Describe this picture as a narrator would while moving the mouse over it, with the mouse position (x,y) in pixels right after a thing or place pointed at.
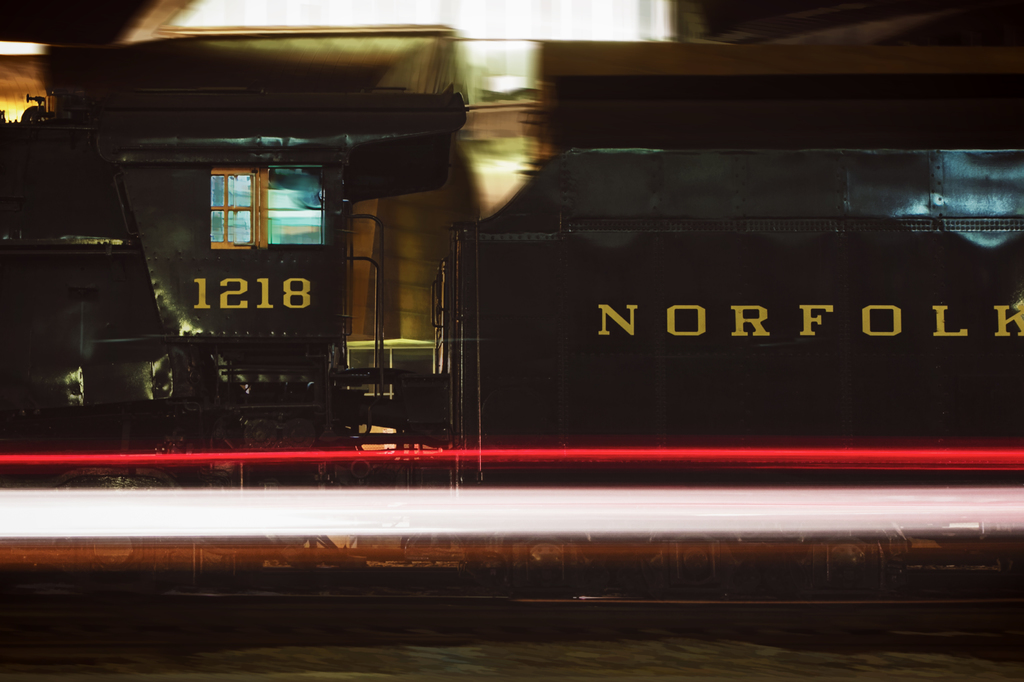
In this image I can see a train (750,372) which is black and yellow in color. I can see the window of the train (621,302) and the blurry background (543,24) in which I can see few lights (522,41) and few other objects (659,50).
